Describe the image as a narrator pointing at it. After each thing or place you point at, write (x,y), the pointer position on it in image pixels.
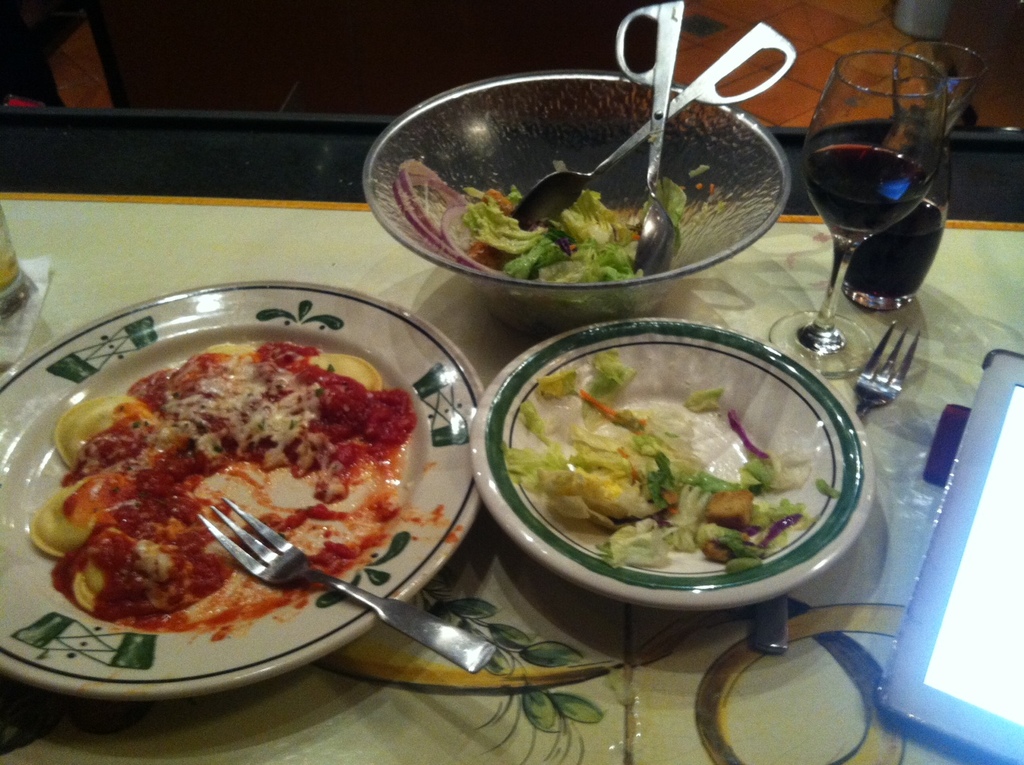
In this image I can see food plates (776,451) with food (677,536), glasses (899,198) with drink (914,228), forks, spoons (539,196), and other objects (978,558) kept on a table (348,279).
